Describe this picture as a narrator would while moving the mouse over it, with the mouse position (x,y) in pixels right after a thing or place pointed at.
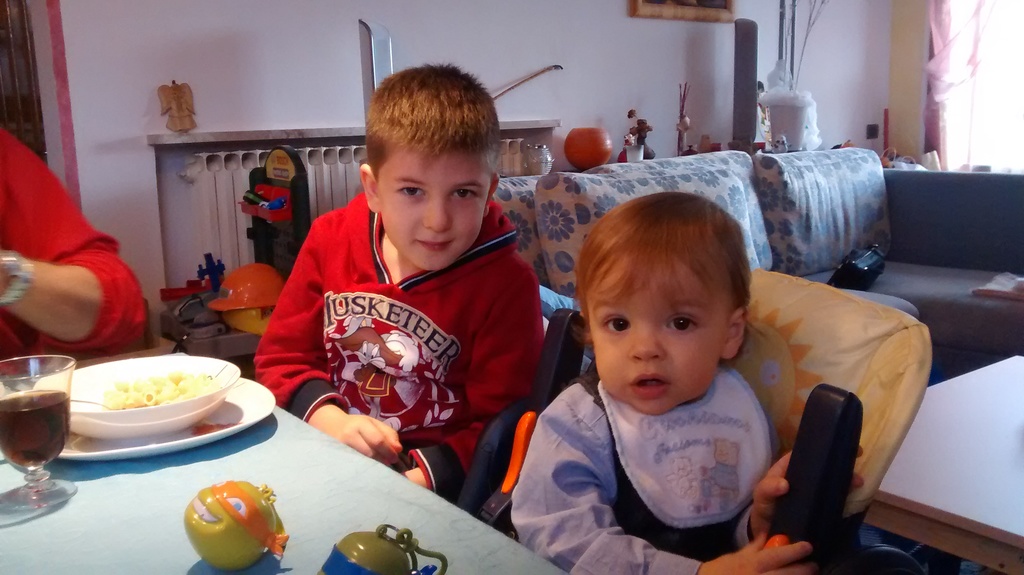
Here we can see a baby (656,323) and child (530,331) sitting on chairs (521,457) with table (345,467) in front of them having food (213,379) and glass of juice (38,393) present on it and behind them we can see couch (865,197).
